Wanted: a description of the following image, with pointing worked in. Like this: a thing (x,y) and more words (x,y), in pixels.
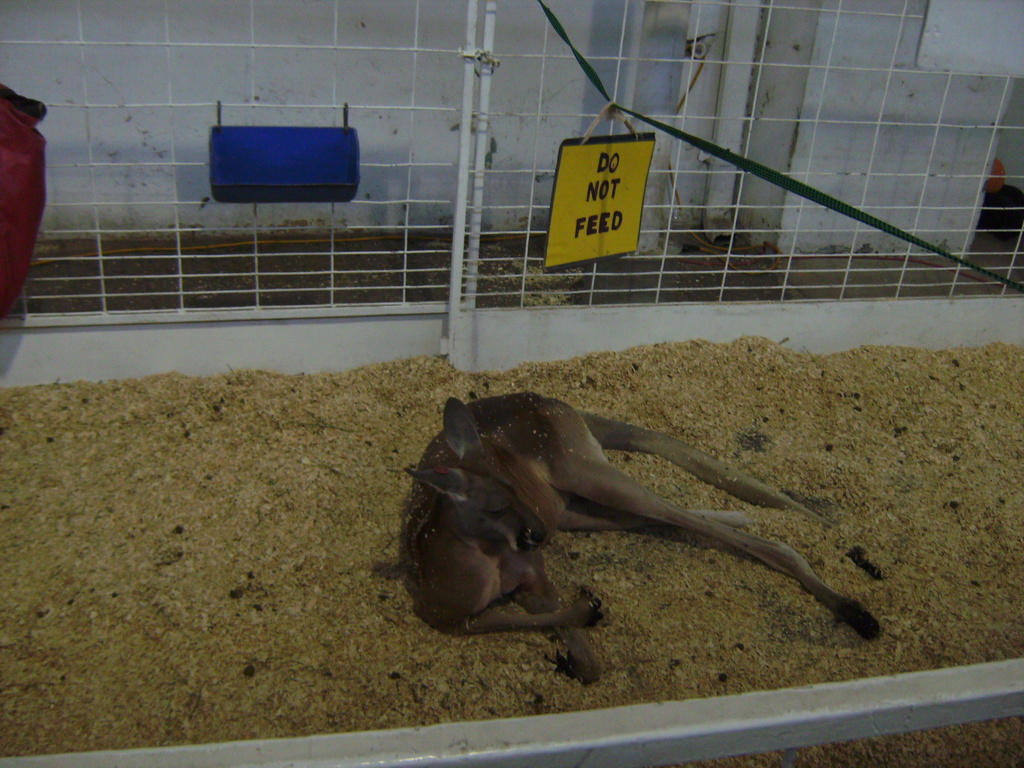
In this image we can see an animal (648,513) on the ground (916,573). Here we can see the pipe (475,293), fence (51,105) and the wall (782,149) in the background (836,47).
